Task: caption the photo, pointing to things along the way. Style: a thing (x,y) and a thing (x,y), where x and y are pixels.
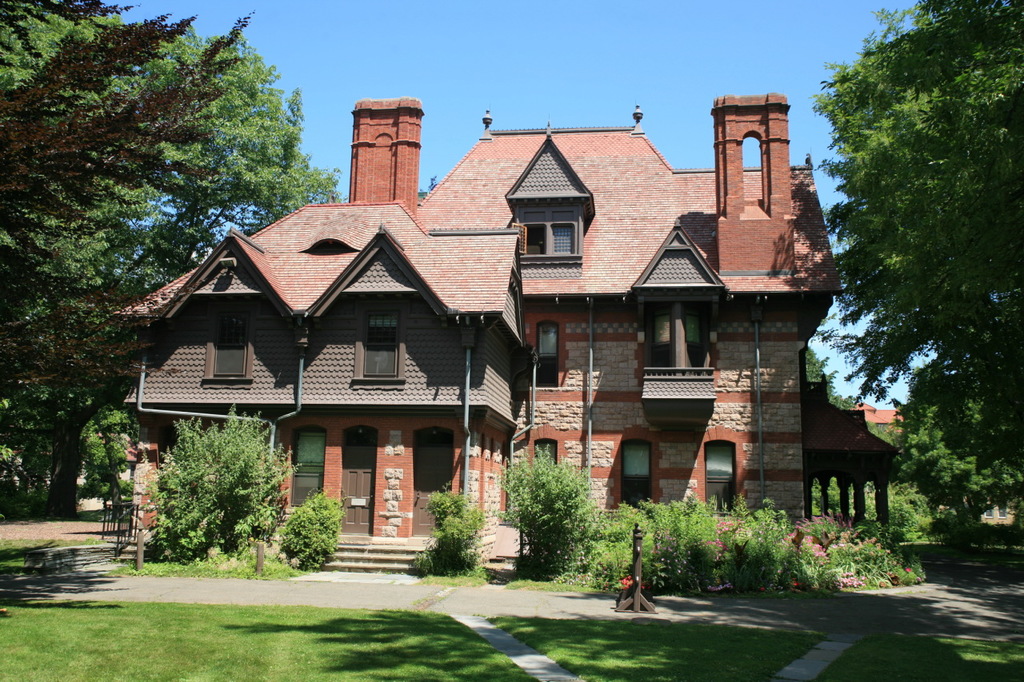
In this picture we can see few houses (533,336), in front of the house (393,341) we can find few metal rods (129,533), plants (694,555) and trees (997,267), and also we can find few pipes (589,383) on the walls (585,403).
